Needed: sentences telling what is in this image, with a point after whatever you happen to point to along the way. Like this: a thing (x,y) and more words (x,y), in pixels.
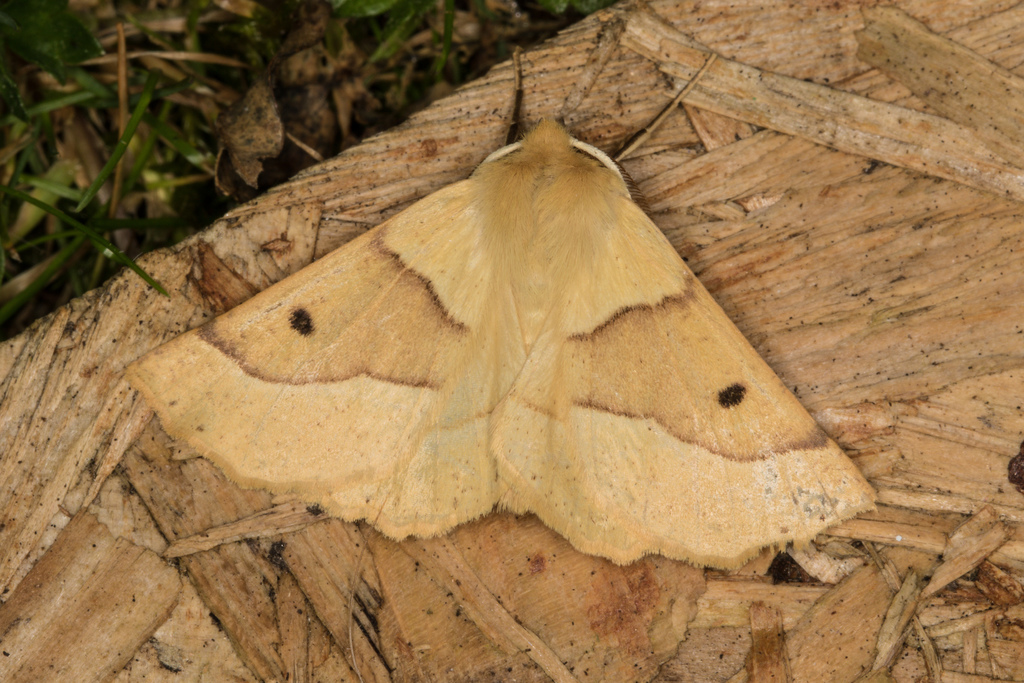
Insect (645,396) on this wooden surface (668,230). Here we can see grass (149,80).
